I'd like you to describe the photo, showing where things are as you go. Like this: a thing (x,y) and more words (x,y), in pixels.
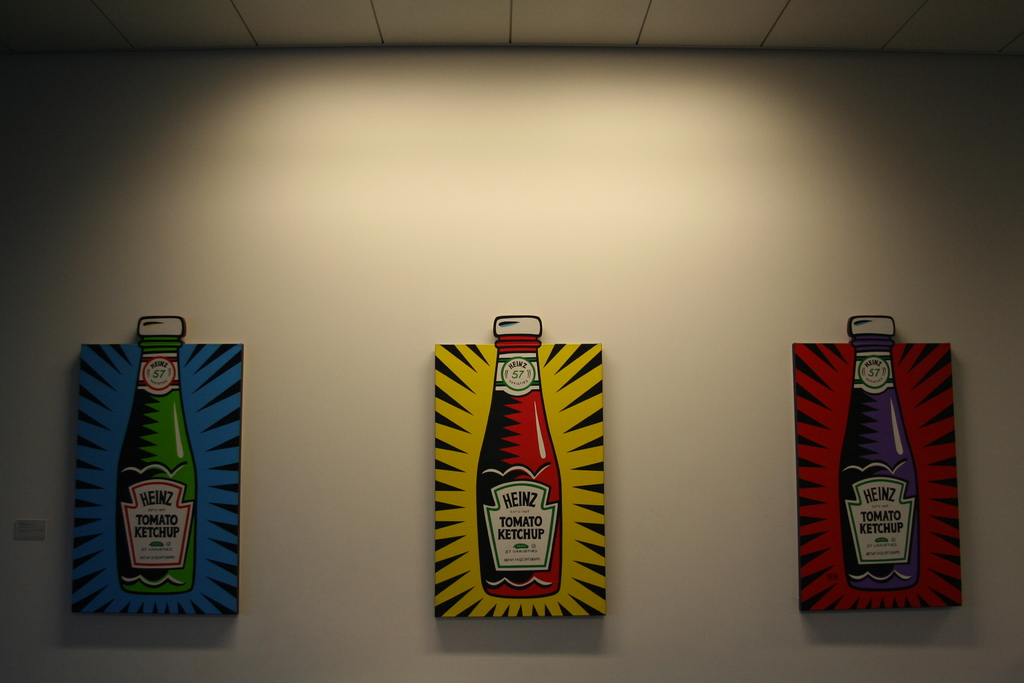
In this picture we can see a wall (680,223), there are three boards (921,585) pasted on the wall (343,482), we can see pictures (168,398) of bottles (857,448) and some text (897,520) on these boards (211,405), there is the ceiling (481,16) at the top of the picture (595,31).
